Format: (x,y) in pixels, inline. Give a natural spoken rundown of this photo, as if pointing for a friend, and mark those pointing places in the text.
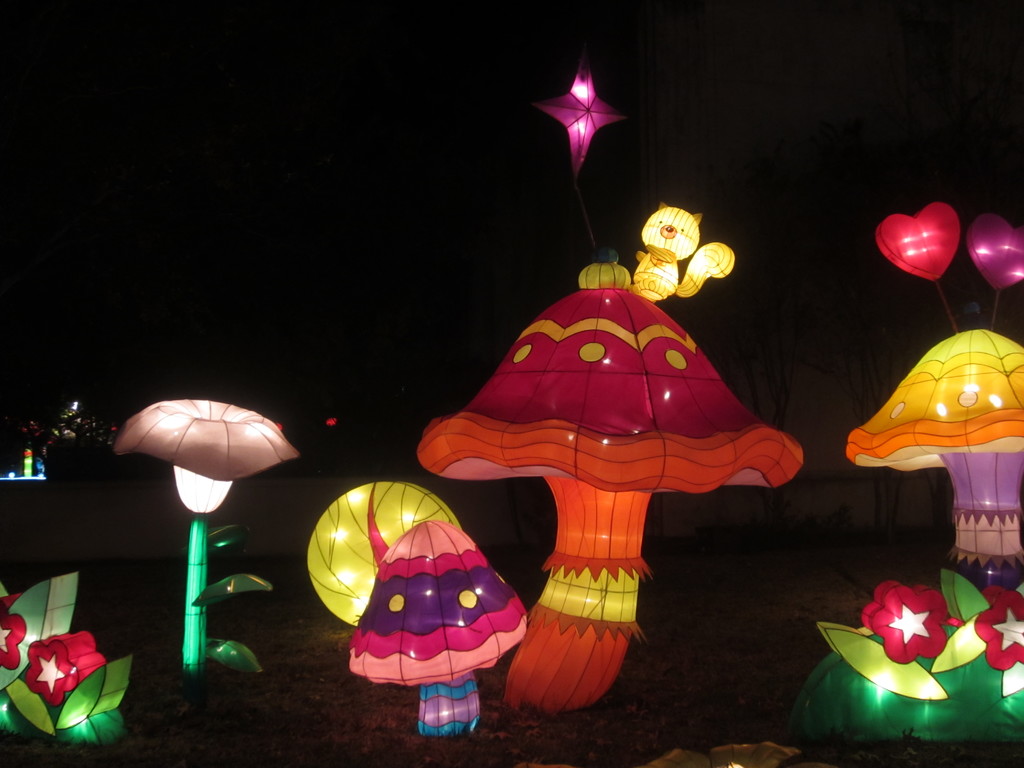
In the center of the image (567,334) there are paper lanterns (609,656).
